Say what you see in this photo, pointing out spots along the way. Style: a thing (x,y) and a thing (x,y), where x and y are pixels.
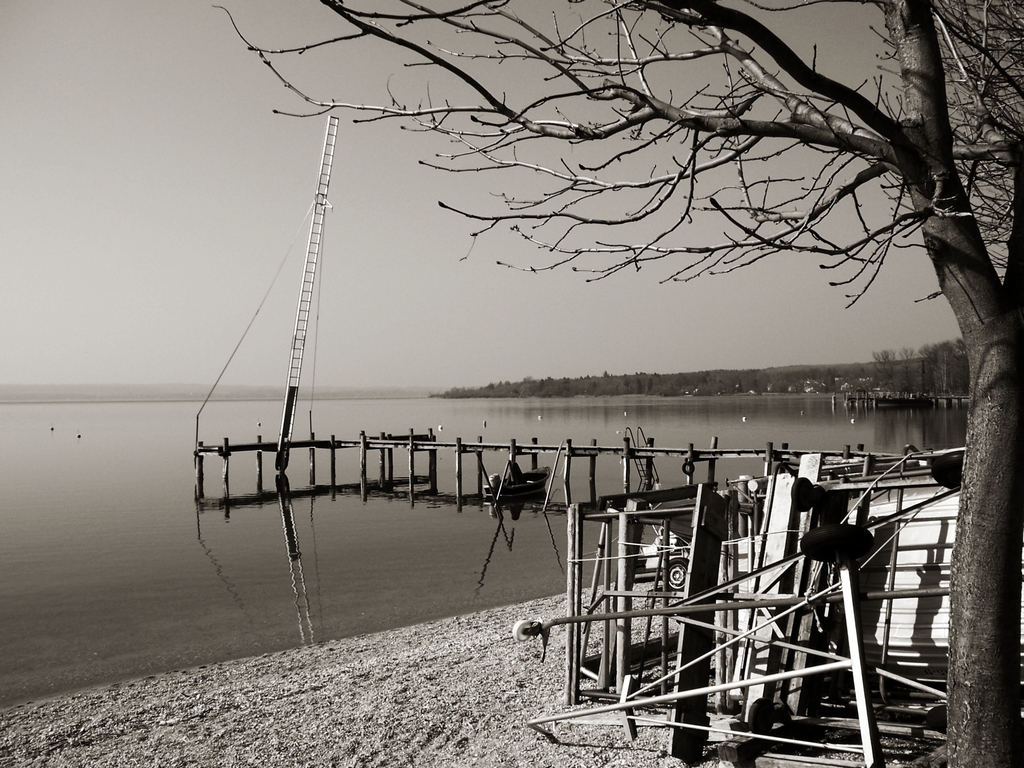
In this picture I can see water (361,540), trees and sky (120,192). On the right side (746,618) I can see some objects (739,624) on the ground (539,683).
